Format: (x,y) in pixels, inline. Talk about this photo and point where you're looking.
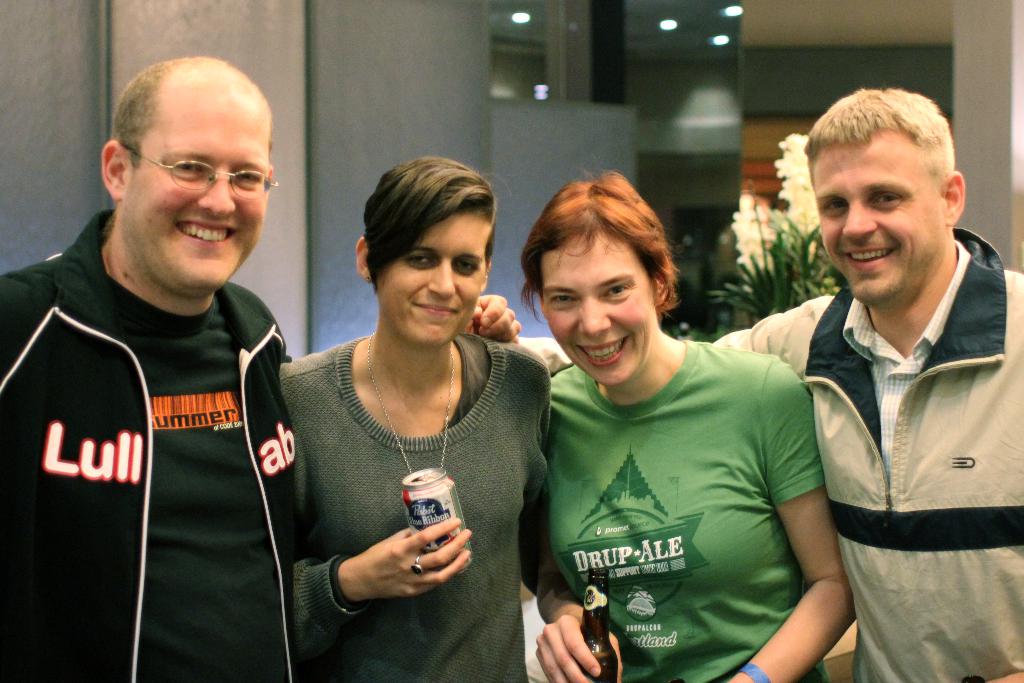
This image is taken indoors. In the background (378,123) there are a few walls (579,90). At the top of the image (649,18) there is a ceiling (708,23) with a few lights (716,42). There is a plant (782,257) in the background (780,220). In the middle of the image (680,364) two women (563,444) and two men (901,464) are standing on the floor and they are with smiling faces (563,319). A woman (636,460) is holding a bottle (613,672) in her hand (595,664) and another woman (442,555) is holding a can (424,486) in her hand (462,554).
